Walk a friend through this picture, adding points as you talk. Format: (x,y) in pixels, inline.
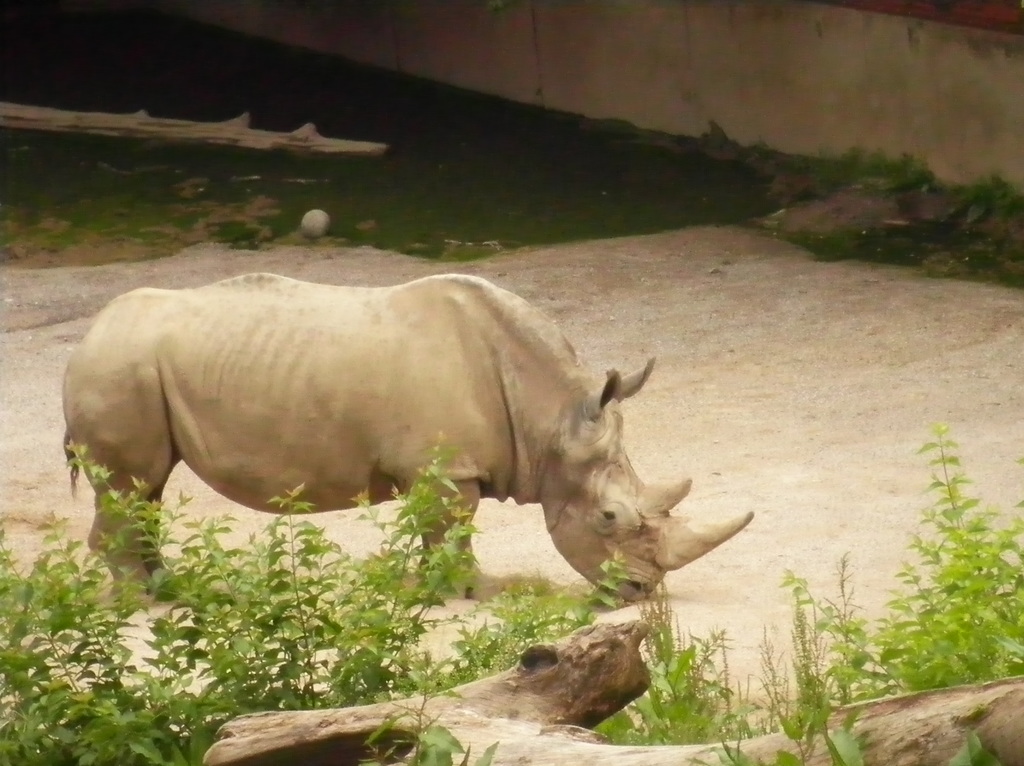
In this image I can see Rhinoceros (371,301), grass (257,663) and a wood (277,755). I can also see a wall (721,79).
